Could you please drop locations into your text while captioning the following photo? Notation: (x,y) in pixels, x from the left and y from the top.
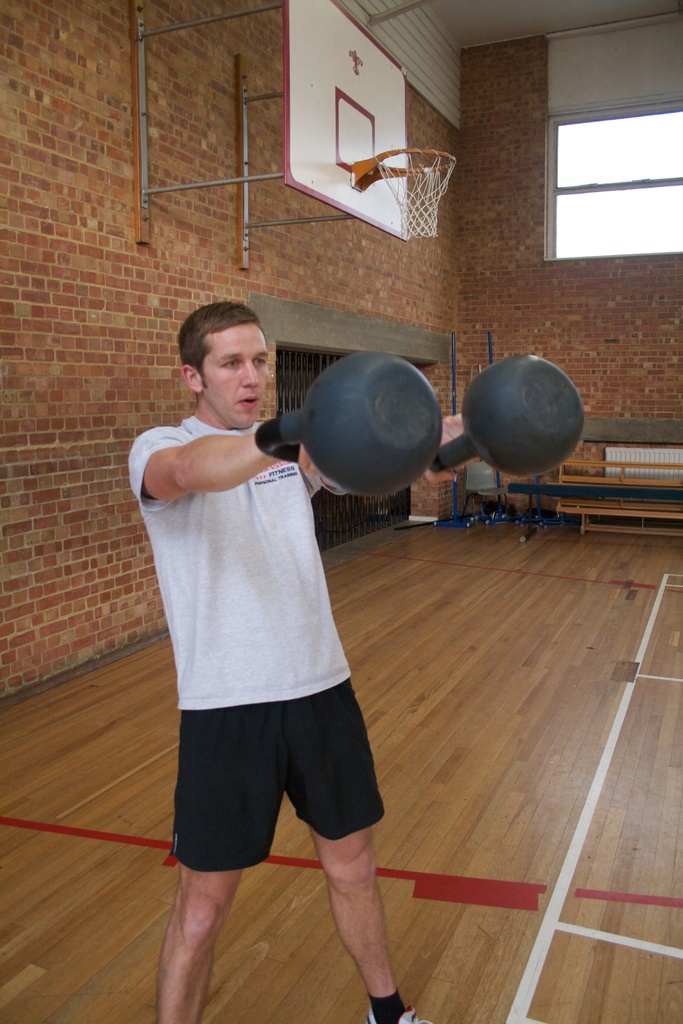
In this image, we can see a person (209,442) is standing and holding black objects (403,431). Background (569,244) we can see brick walls (457,271), rods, basket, grille (368,523), glass window (618,222) and few objects (488,509). At the bottom (614,854), we can see wooden floor (562,841). Through the glass window (578,167), we can see the sky (627,180).
